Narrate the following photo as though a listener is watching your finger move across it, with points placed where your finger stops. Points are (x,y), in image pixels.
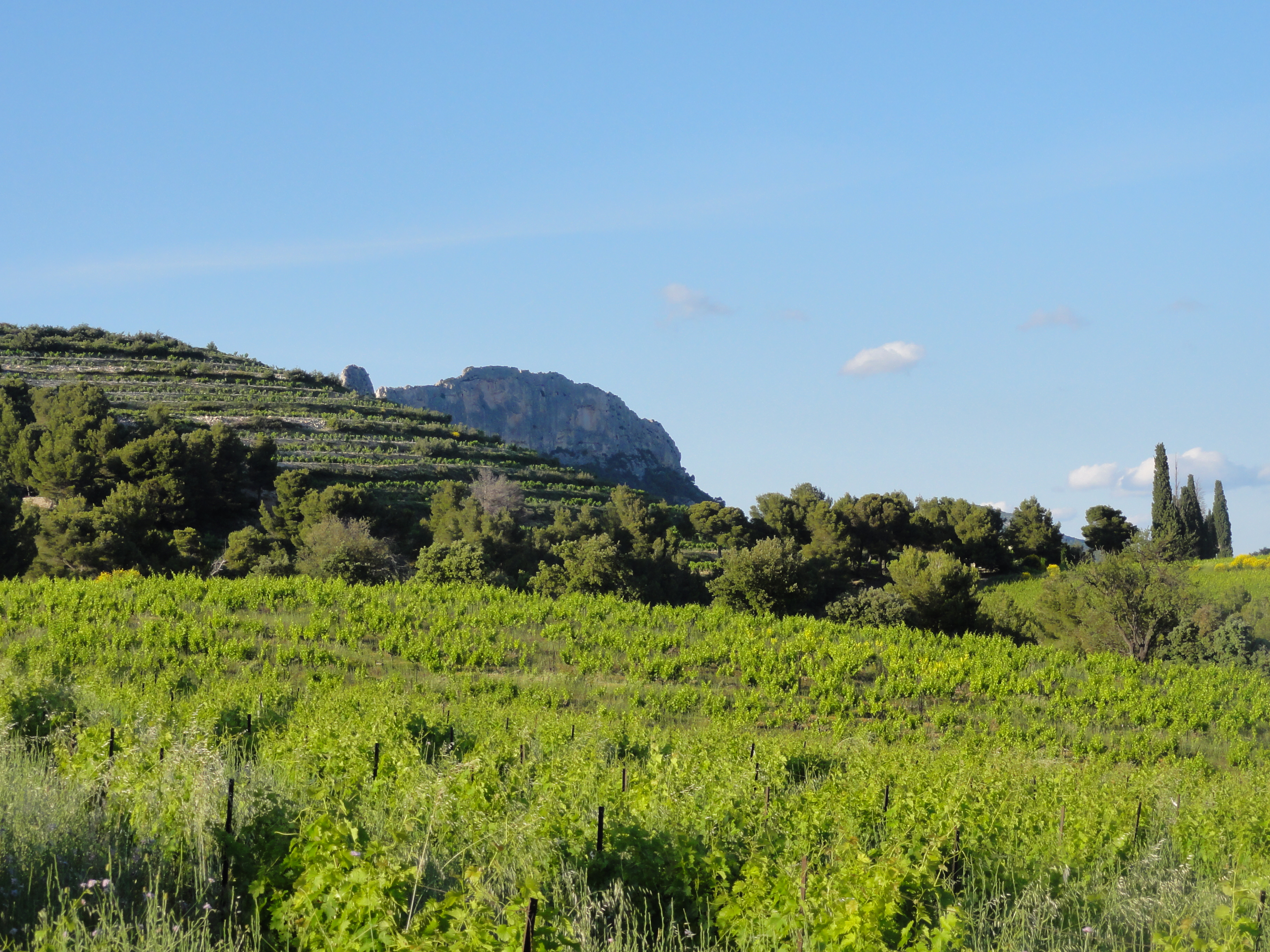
In this image there are so many plants (417,754) on the ground (497,780). In the background (488,422) there are hills (329,431) with the trees (628,557). At the top (778,134) there is sky (781,141). At the bottom (1048,890) there is grass (990,896).
